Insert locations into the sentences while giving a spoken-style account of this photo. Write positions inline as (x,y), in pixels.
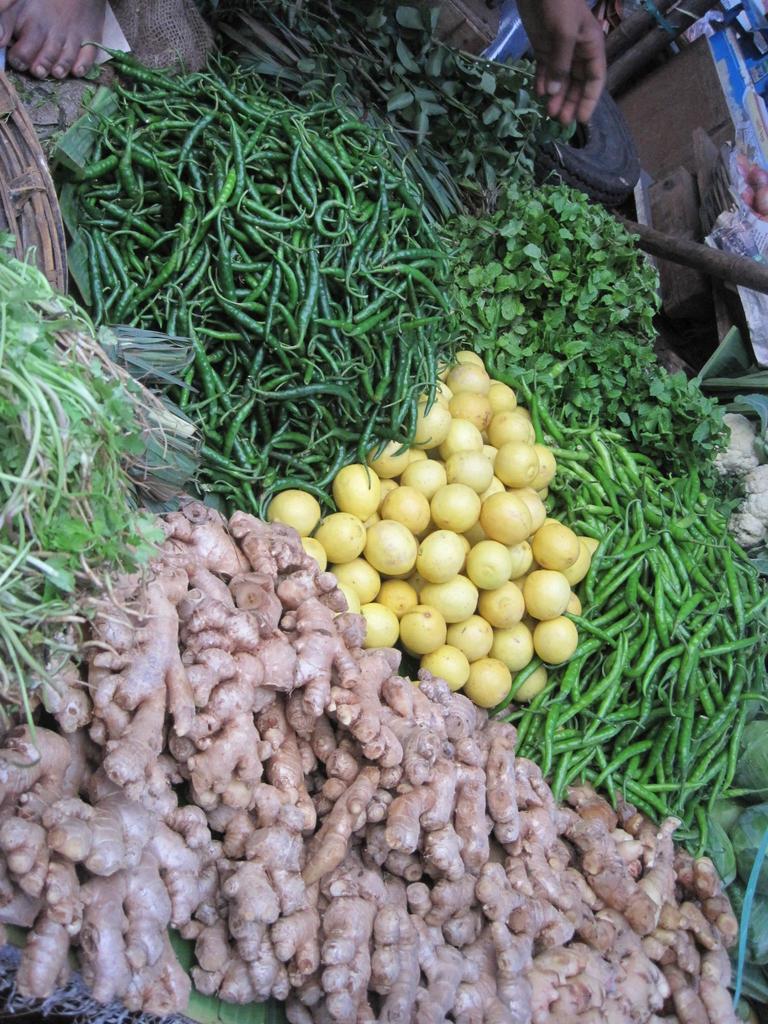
In this image we can see vegetables (337,635), leafy vegetables (55,377), tire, wooden objects (705,217) and other objects (744,300). At the top of the image (41,12) there is a person's hand (560,94), a person's leg (13,5) and other objects (709,54).
